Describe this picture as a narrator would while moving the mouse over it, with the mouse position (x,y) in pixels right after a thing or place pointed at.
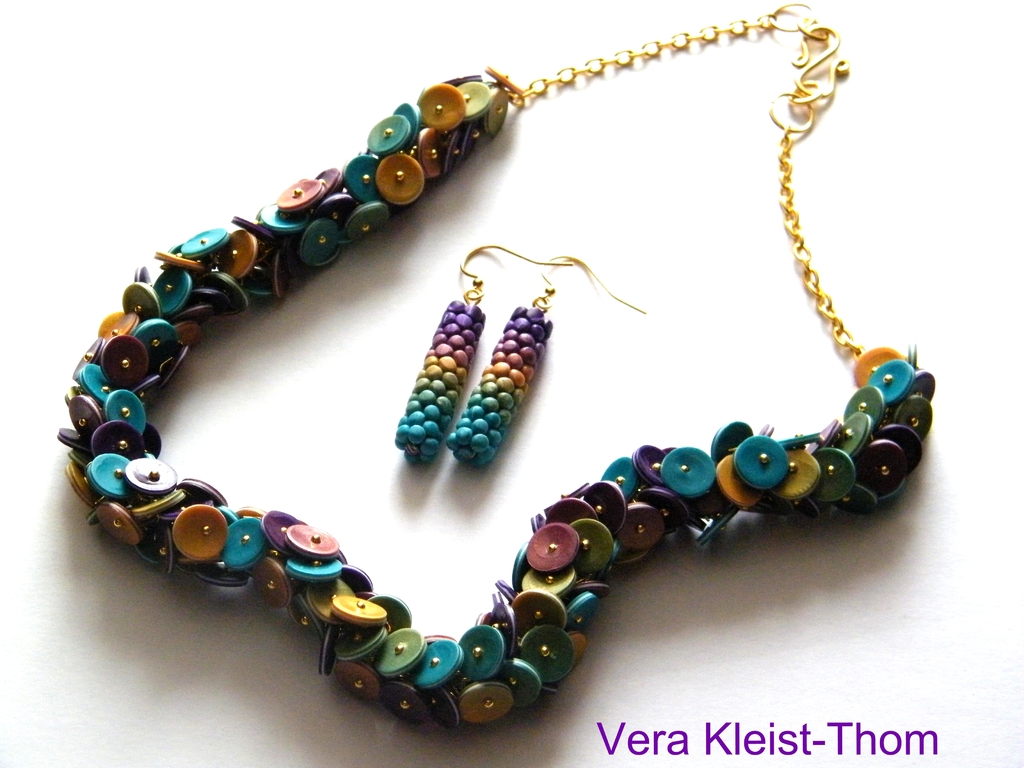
In this picture i can see the necklace (806,86) which is made from the gold chain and buttons (559,542). In the center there are two earrings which are kept on the table (625,336). In the bottom right corner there is a watermark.
